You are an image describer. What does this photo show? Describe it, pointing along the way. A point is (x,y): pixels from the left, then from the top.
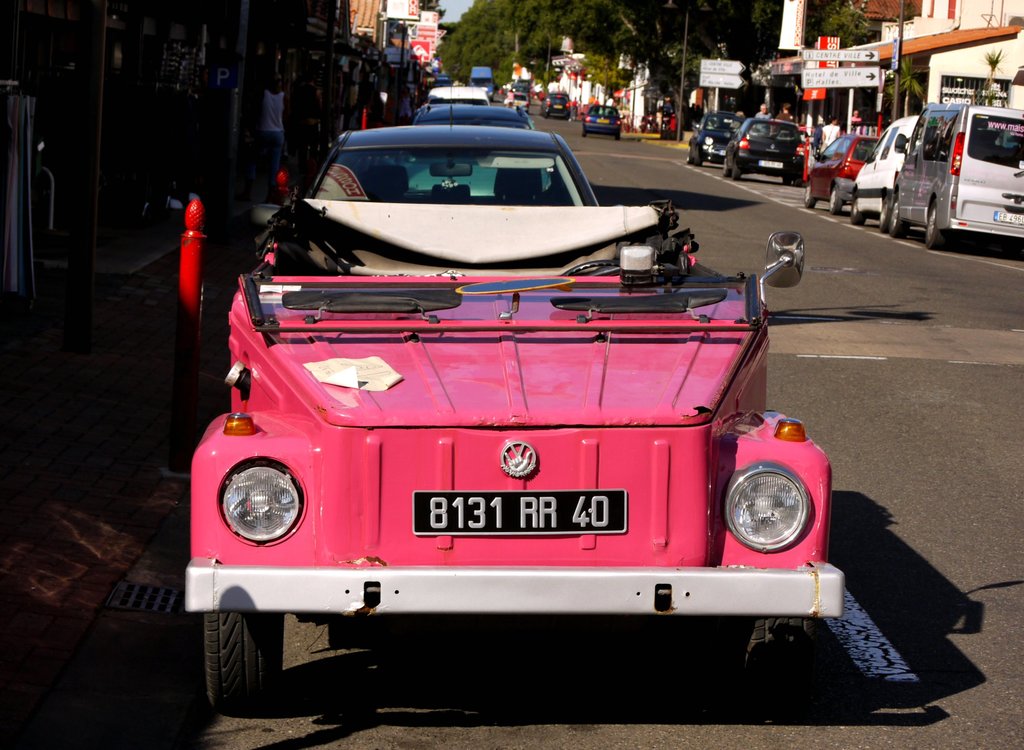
In the image there are some vehicles (718,576) on the road (971,429). At the top of the image (652,54) there are some trees (911,62) and buildings (943,74) and poles (899,57).
